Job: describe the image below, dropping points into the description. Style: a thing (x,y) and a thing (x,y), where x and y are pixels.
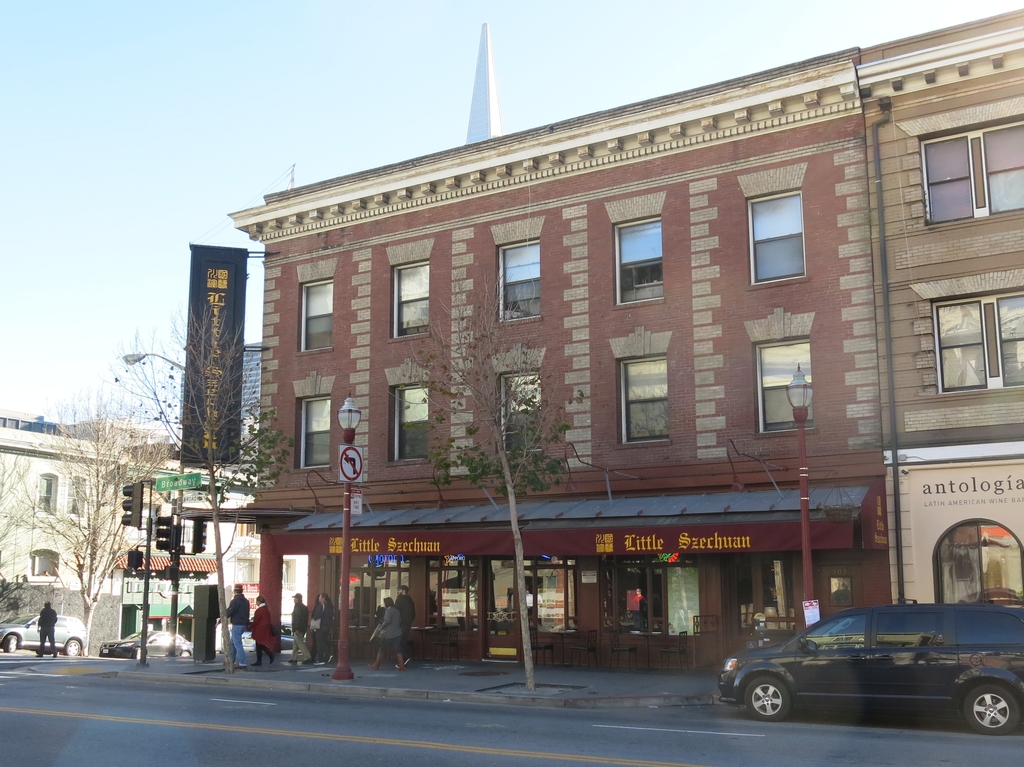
There is a road (146,687). Near to the road (70,685) there are trees (273,461), light poles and traffic signals (134,502) with poles (171,618). On the light pole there is a sign board (349,461). Also there are many people (297,602) and there are vehicles (81,644). There are buildings (288,429) with names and windows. Near to the building (725,359) there is a banner (206,365). In the background (201,173) there is sky (553,90).
